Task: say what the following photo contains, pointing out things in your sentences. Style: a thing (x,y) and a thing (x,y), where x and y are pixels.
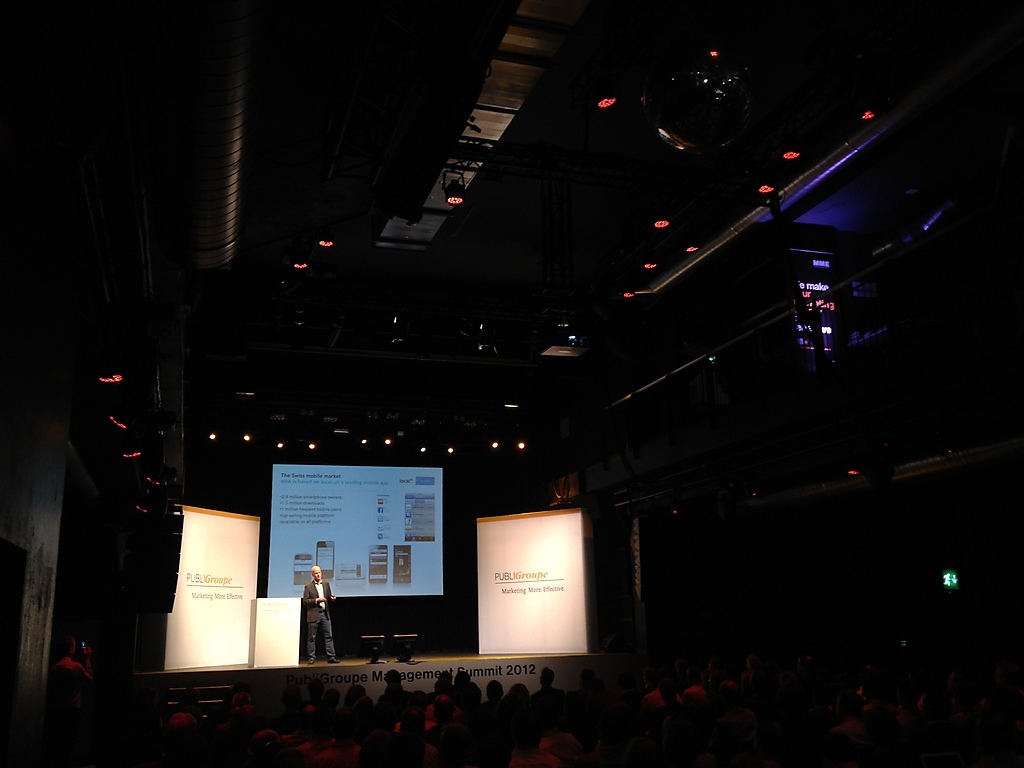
In this image we can see a person (311,620) standing on the stage (368,678) and behind the person (324,624) we can see the display screen (353,508) with text (332,509) and images (356,566). We can also see the hoardings (497,642). At the bottom (511,734) we can see many people (629,706). At the top (746,245) there is ceiling (603,232) with the lights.
